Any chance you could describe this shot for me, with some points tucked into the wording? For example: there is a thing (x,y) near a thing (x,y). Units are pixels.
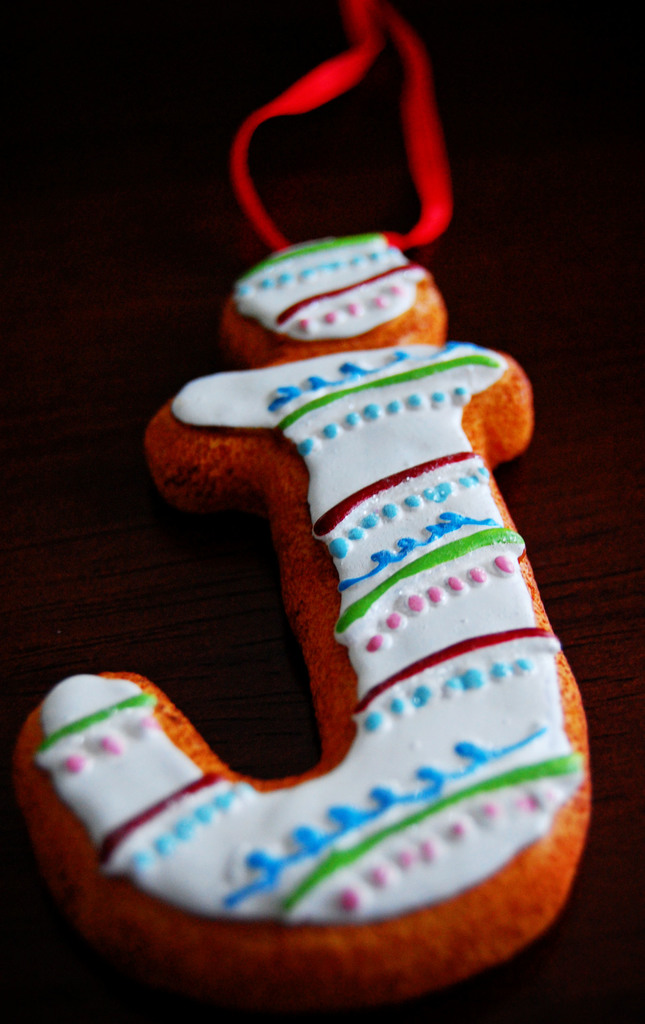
In this image, we can see an ornament (415,971) of J alphabet (576,831).
